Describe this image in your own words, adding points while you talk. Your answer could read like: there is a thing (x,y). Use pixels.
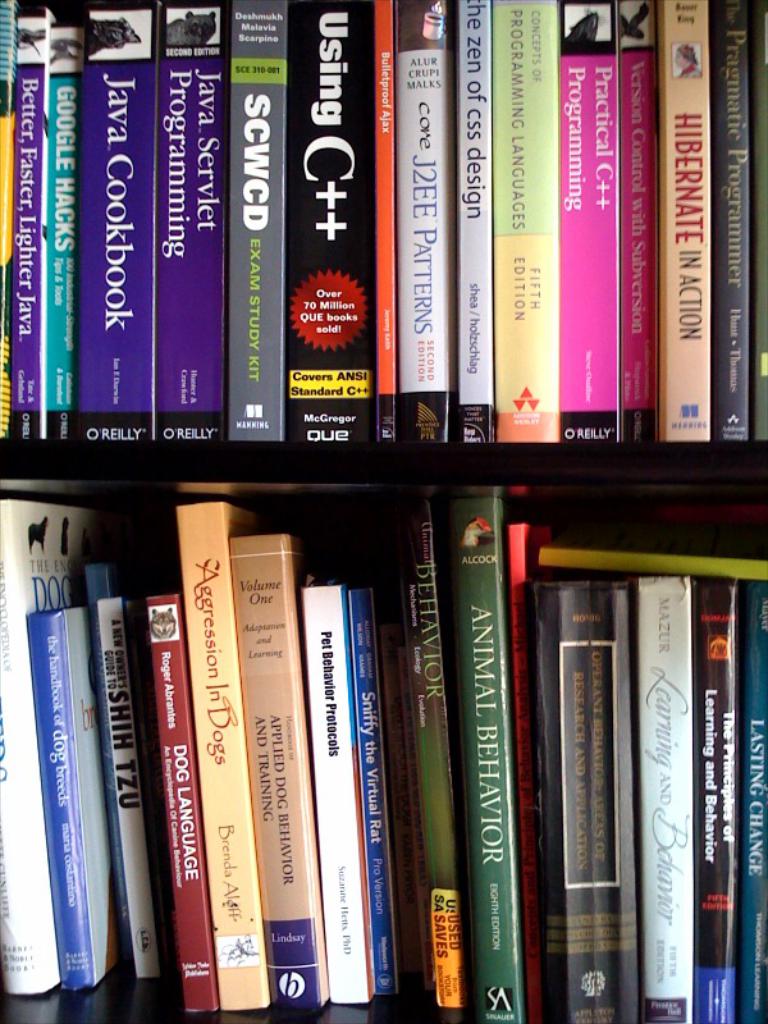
In this image I can see many books (306,731) in the rack (52,449). I can see something is written on these books (212,356).
